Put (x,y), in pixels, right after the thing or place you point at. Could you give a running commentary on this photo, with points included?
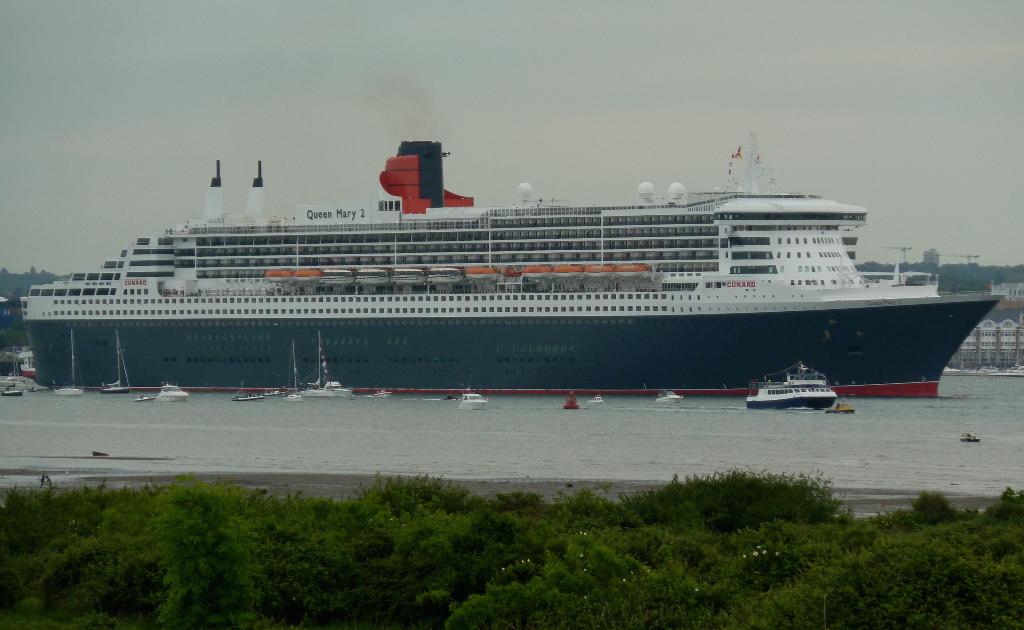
In this image there is a ship (467,327) on the sea (892,407), in front (754,569) there are plants (602,576).
